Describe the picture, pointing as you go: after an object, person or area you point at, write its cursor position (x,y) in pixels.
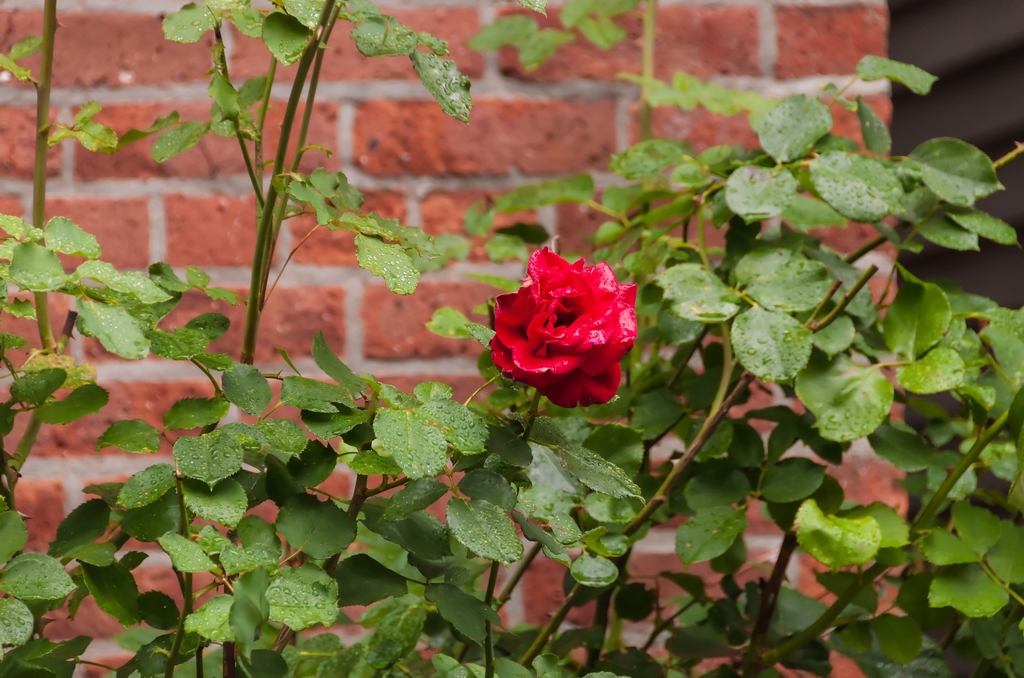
In this image I can see few plants (787,291) and in the centre of this image (578,353) I can see a red colour flower (616,383). I can also see the wall (270,312) in the background (770,55).
